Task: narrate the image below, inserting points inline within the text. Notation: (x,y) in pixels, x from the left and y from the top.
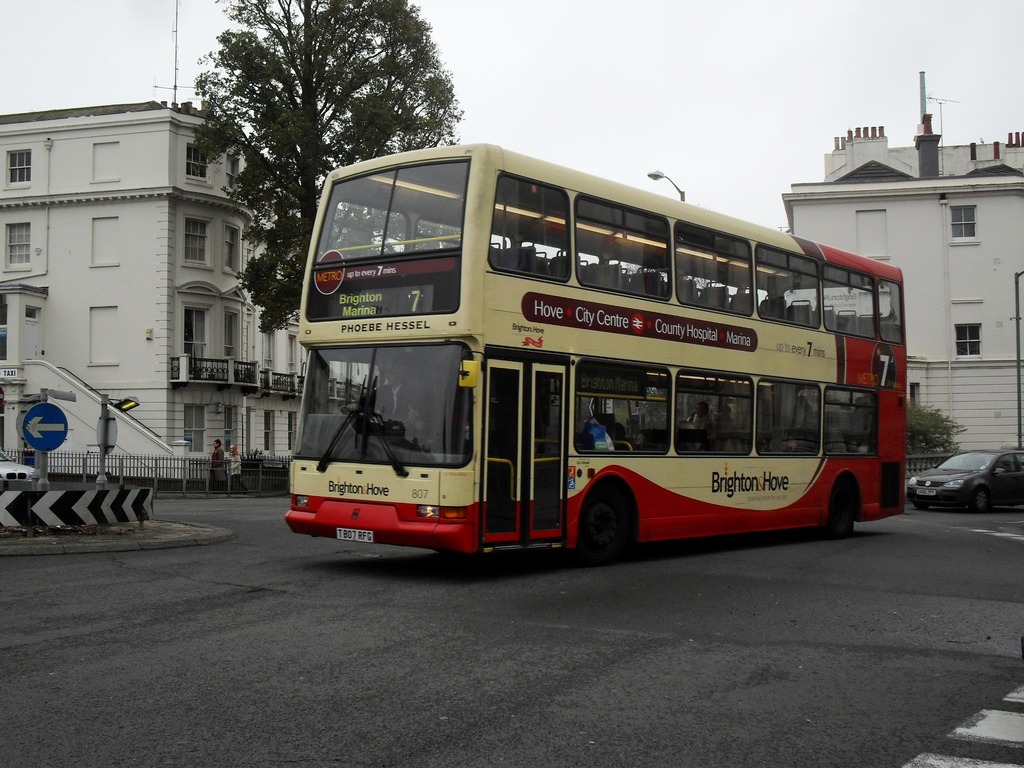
In the image we can see there are vehicles (522,396) on the road (427,592), in the vehicle (588,441) there are people (588,441) sitting, these are the headlights (429,508) and number plate (373,536) of the vehicle (373,536). Here we can see road (728,638), buildings (1005,212) and windows (16,170) of the buildings (164,199). We can even see the tree (279,188), plants (913,419), sign board (36,419) and the sky (562,67). We can see there are even people (217,460) wearing clothes (240,480) and they are walking.
